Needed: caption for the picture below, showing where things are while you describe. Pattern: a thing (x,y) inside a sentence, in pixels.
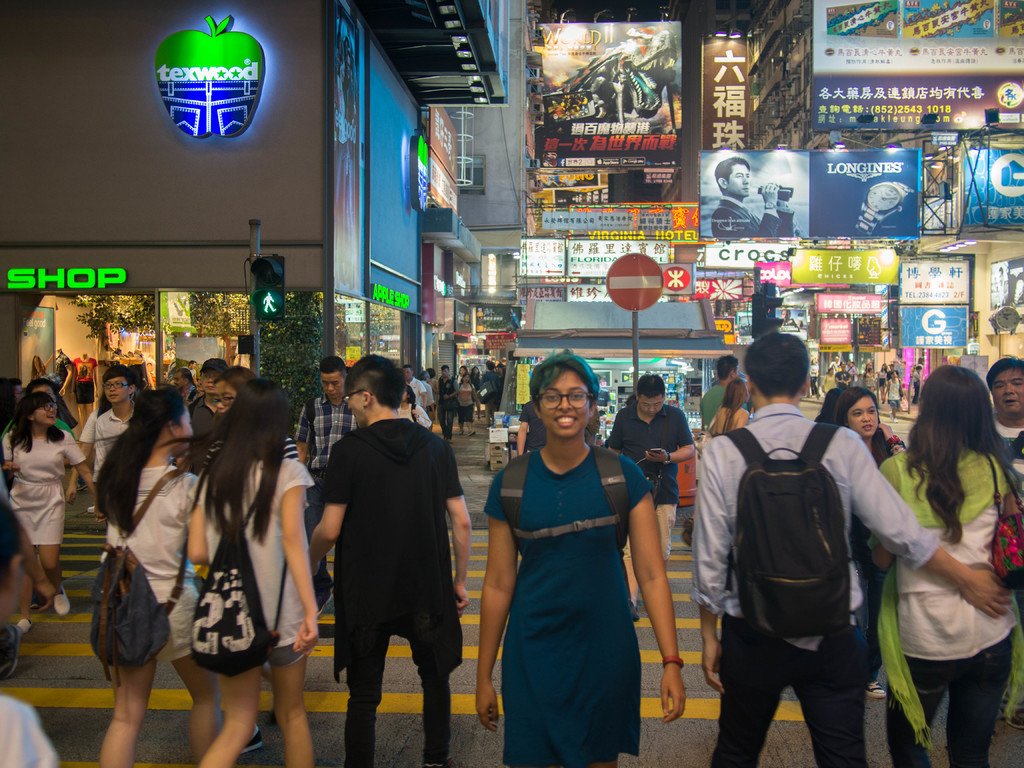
In this image I can see the group of people (416,517) walking on the road (325,647). These people (306,521) are wearing the different color dresses (581,632) and few people (708,640) with the bags (772,565). In the background (594,253) I can see many boards (532,251) attached to the building (474,223). These boards (764,169) are colorful. I can also see the tree (276,350) to the left (276,334).
